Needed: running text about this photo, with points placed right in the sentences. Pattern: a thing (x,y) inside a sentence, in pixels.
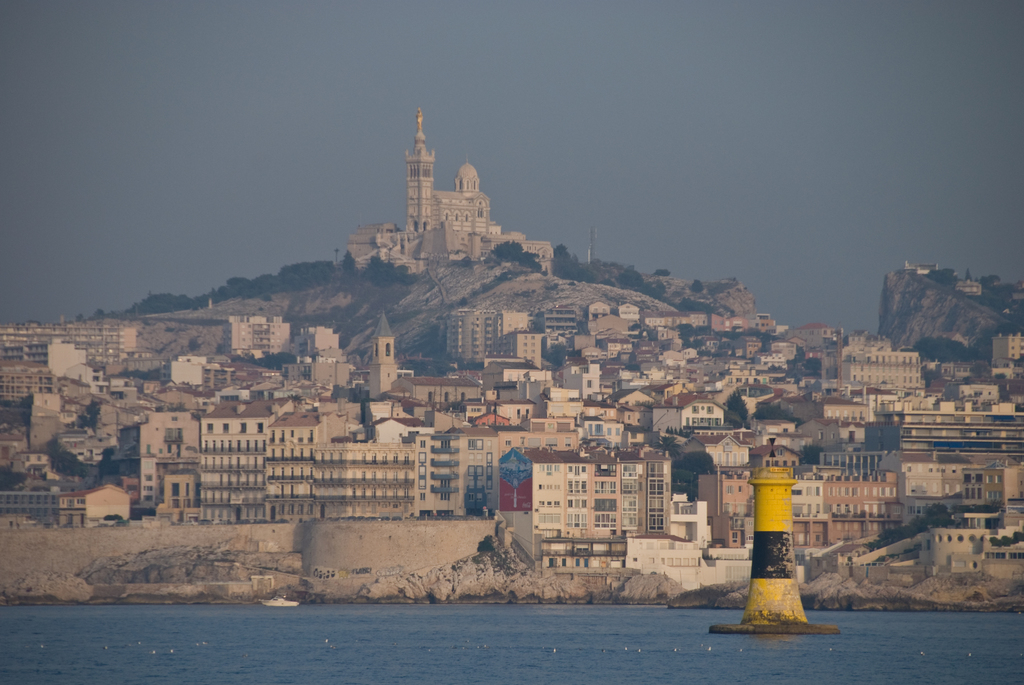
In the center of the image (512,391) we can see buildings (420,250), mountains (492,294), trees (284,277), tower (591,254) are present. At the top of the image (691,73) sky (723,92) is there. At the bottom of the image (389,642) we can see water (393,612), boat (276,600), tower house (771,548) are there.
